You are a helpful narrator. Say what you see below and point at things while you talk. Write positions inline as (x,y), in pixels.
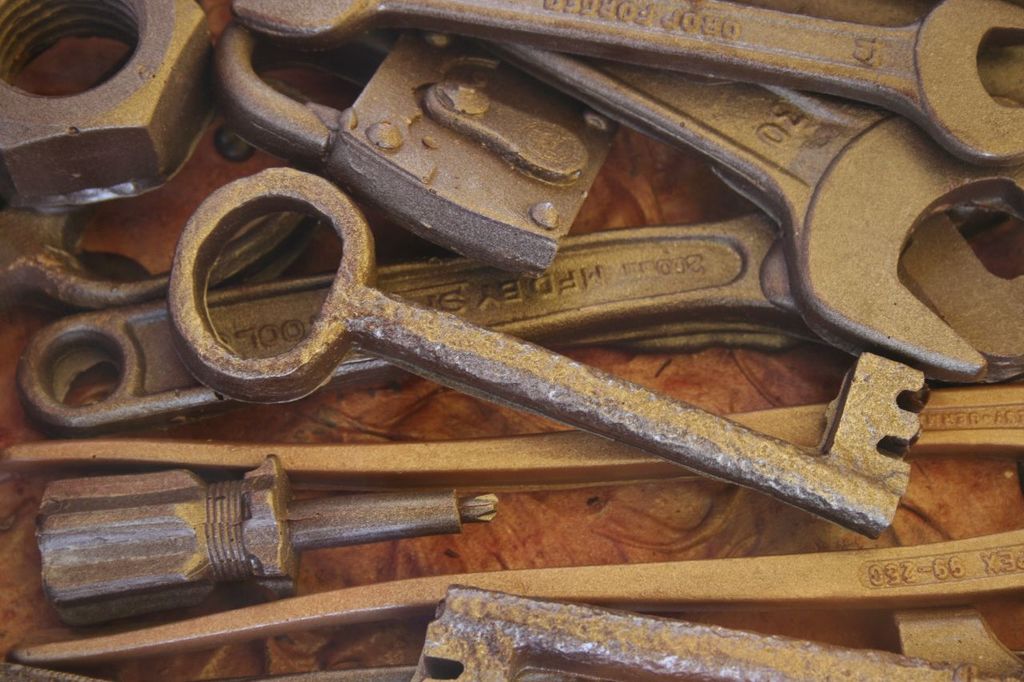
In this image we can see a key (514,353), wrenches (683,242), lock (455,210), screwdriver (167,488), nut (137,119) placed on the surface (603,538).
